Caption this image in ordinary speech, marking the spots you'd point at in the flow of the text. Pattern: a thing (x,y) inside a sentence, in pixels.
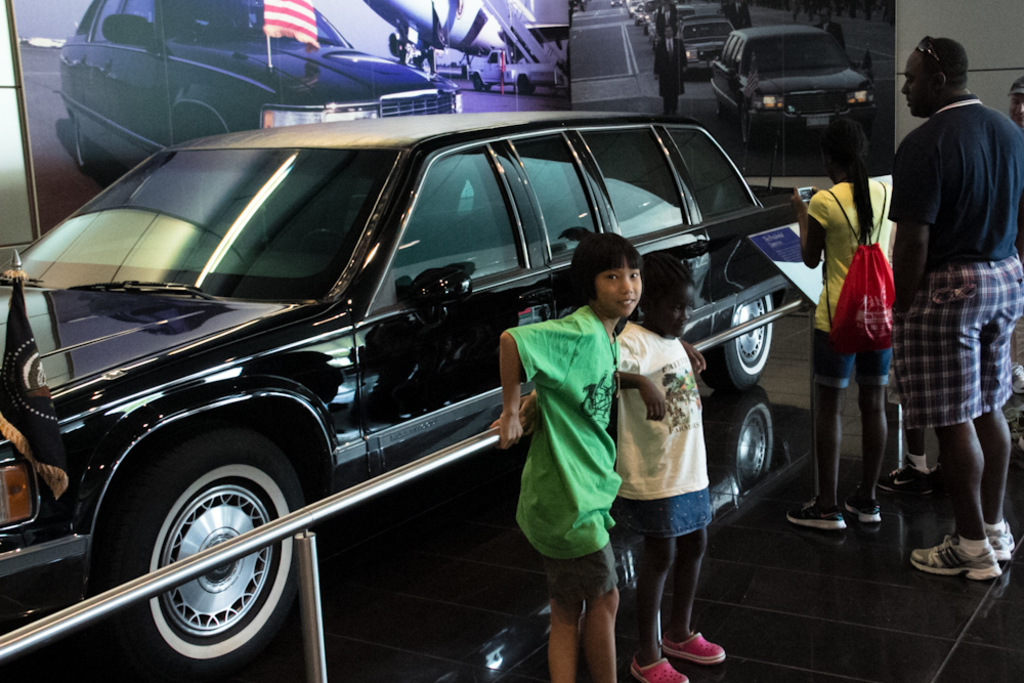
In this picture we can see a vehicle (488,302), people (592,425) on the ground (716,513), here we can see a fence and some objects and in the background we can see a wall (1020,27), screen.
